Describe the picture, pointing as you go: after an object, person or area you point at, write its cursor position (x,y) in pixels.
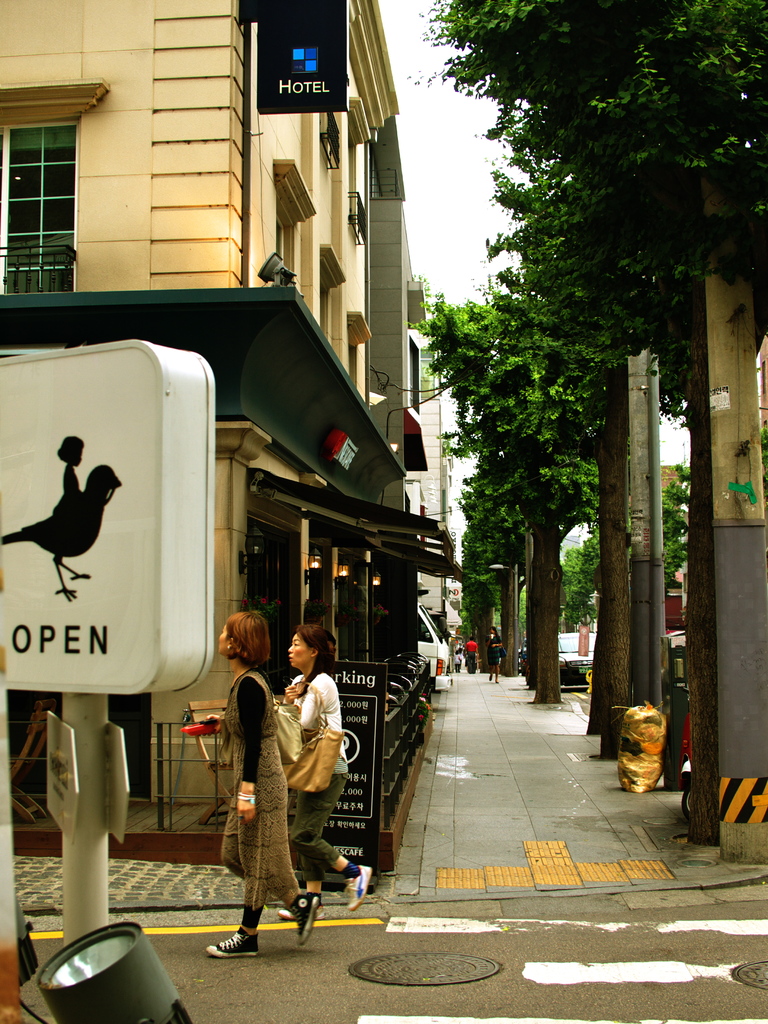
There is a lamp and pole (76,888) on the left side of the image (97,694), there are buildings (112,198), stalls (286,584), people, trees (596,559), pole (647,628) and sky (487,184) in the background area (546,202).
